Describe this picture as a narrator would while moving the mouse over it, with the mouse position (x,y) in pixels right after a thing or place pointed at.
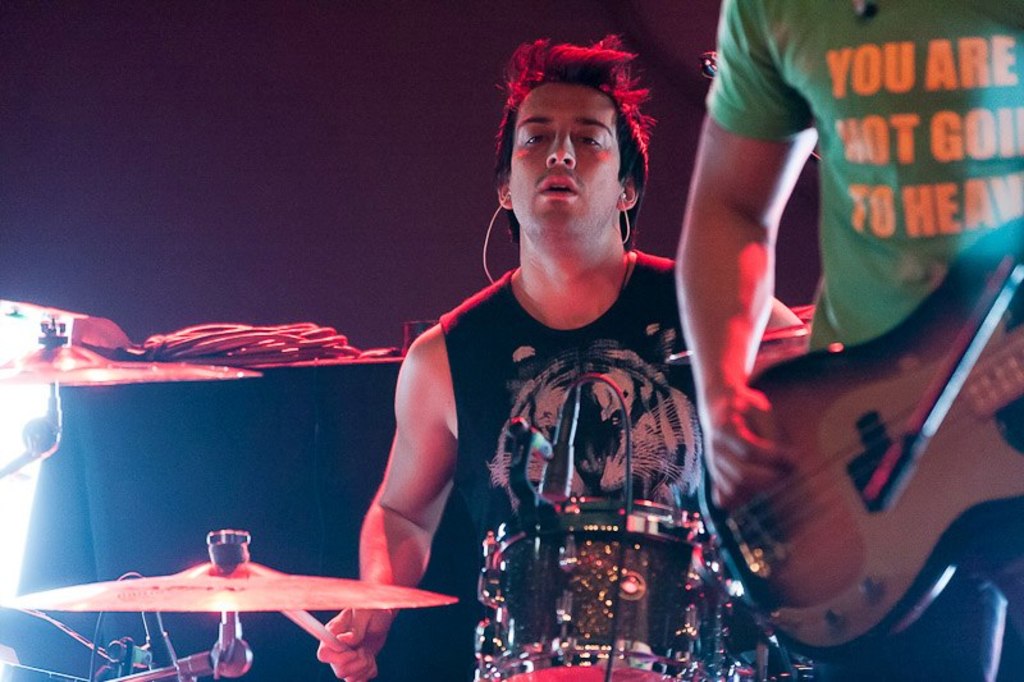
In this image we can see two people (545,358) playing musical instruments (894,503).
